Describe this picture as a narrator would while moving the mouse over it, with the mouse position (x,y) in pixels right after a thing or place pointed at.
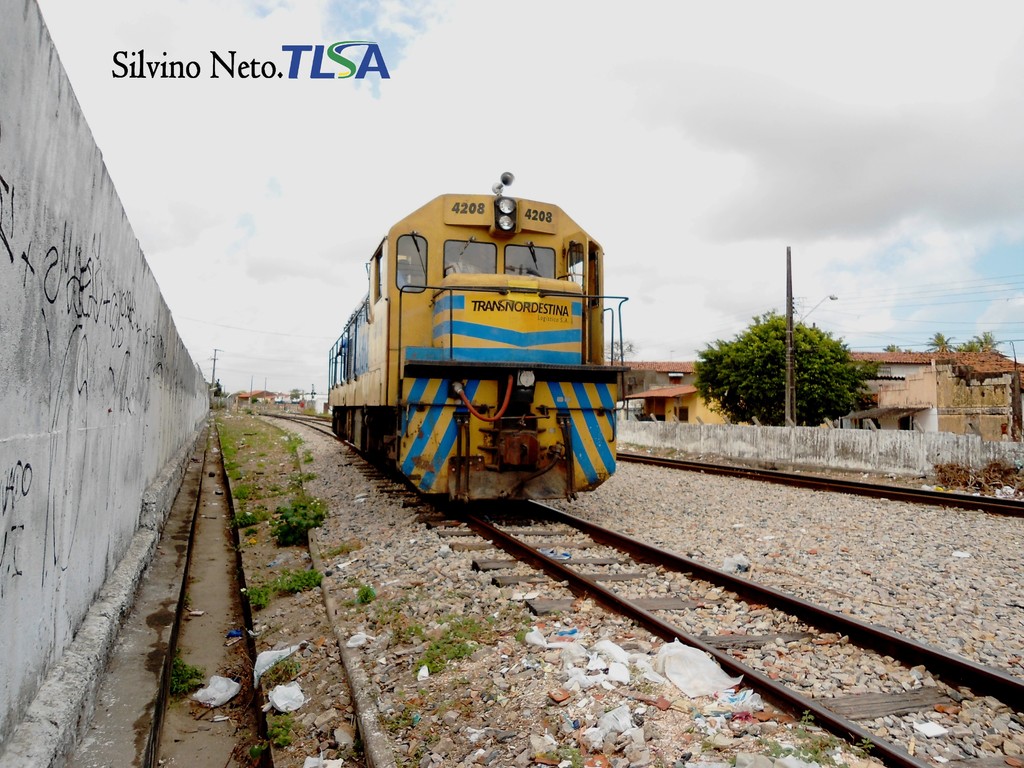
This image consists of a train (453,376) in yellow color. At the bottom (654,590), there are tracks (1019,513) along with the stones (903,554). On the left (98,389), we can see a wall (76,316). On the right (854,373), there are buildings (1023,365) along with a tree (743,386). At the top (579,142), there are clouds (347,142) in the sky (318,195).
